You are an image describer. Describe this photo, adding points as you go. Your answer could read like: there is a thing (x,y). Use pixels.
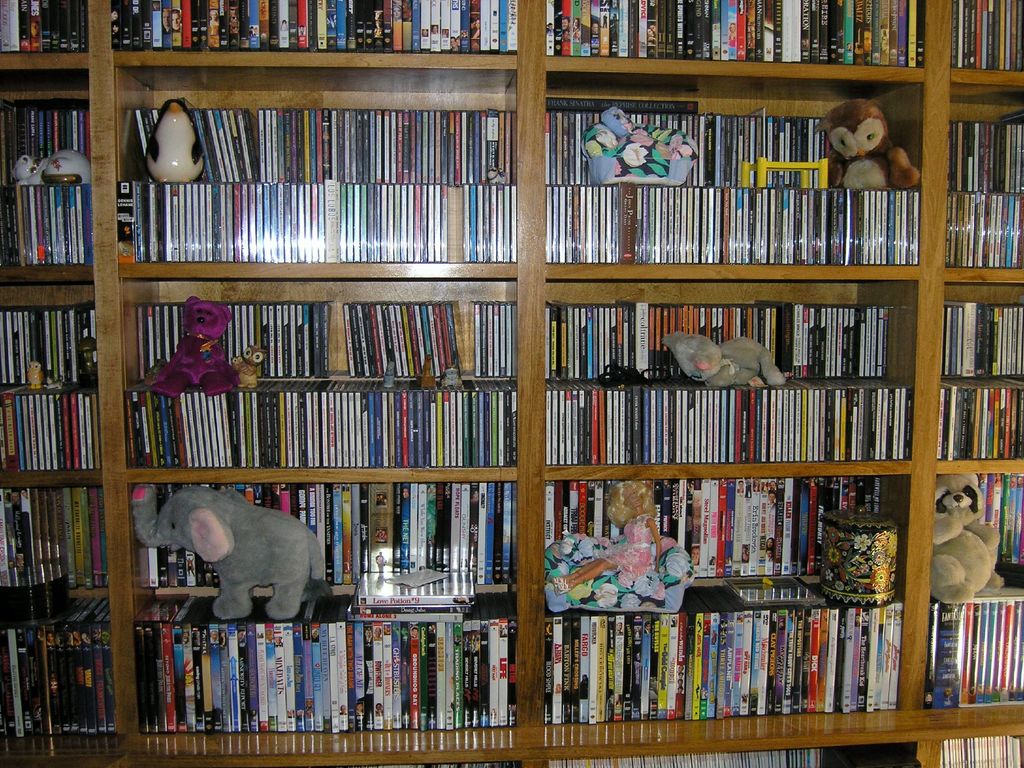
In this image we can see there are some books (411,501), toys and some other objects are arranged in a rack (237,471).
